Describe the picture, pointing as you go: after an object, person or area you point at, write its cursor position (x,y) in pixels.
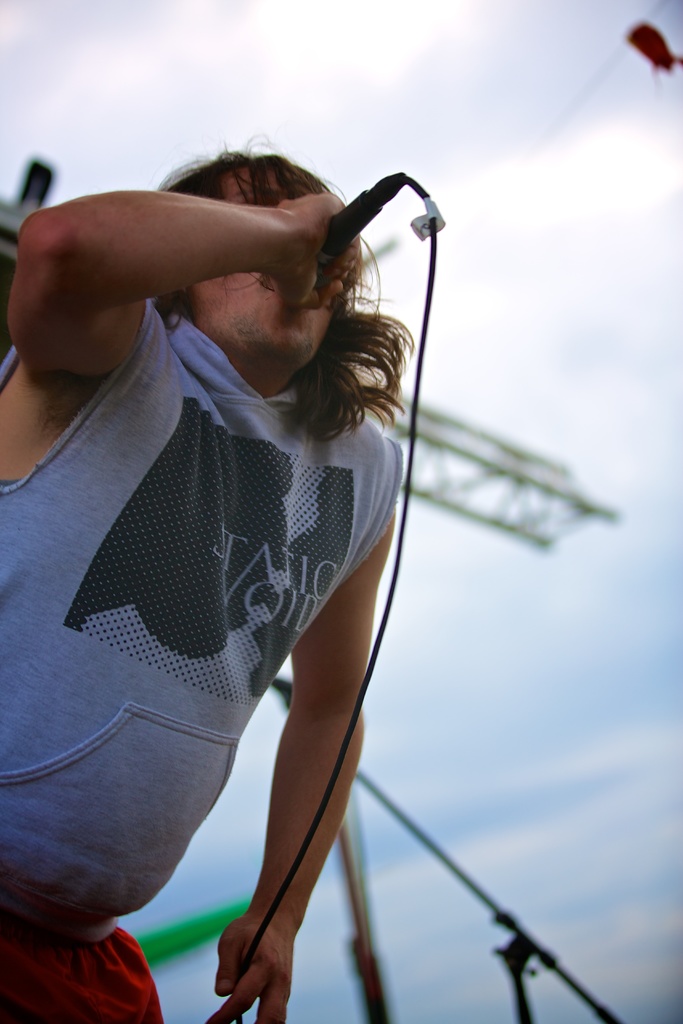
There is a person (80,806) holding a microphone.
